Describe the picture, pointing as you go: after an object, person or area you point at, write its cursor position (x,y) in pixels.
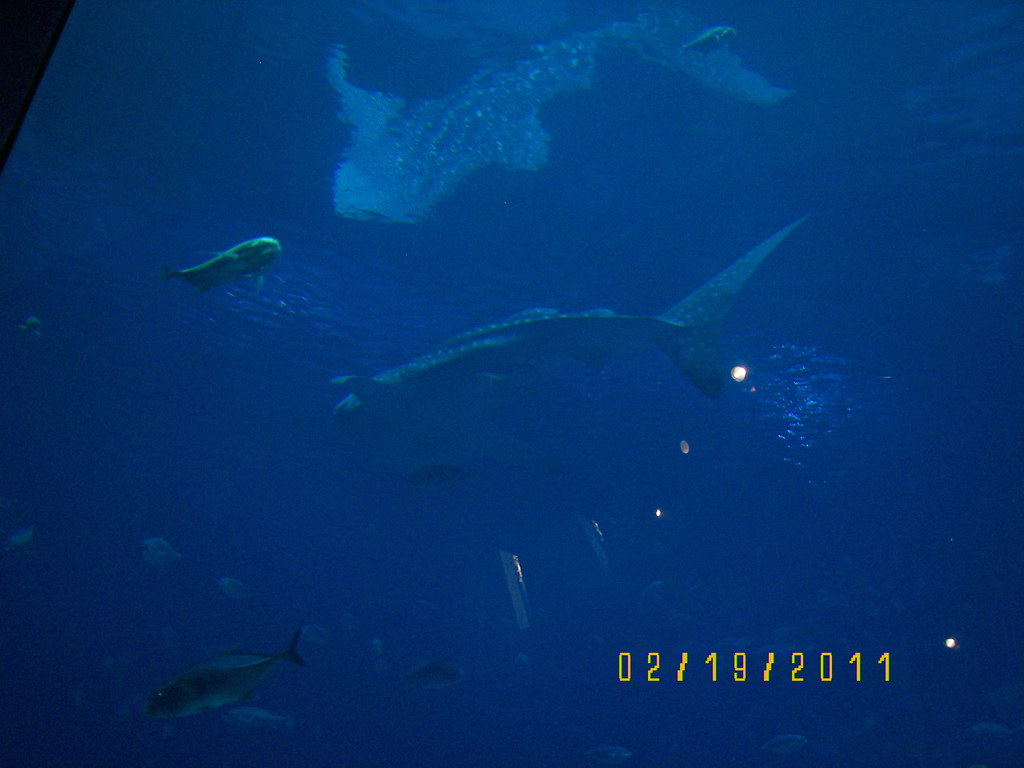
This image consists of sharks (458,347) and fishes (235,660) in the water (235,392). At the bottom (879,665), there is a date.
